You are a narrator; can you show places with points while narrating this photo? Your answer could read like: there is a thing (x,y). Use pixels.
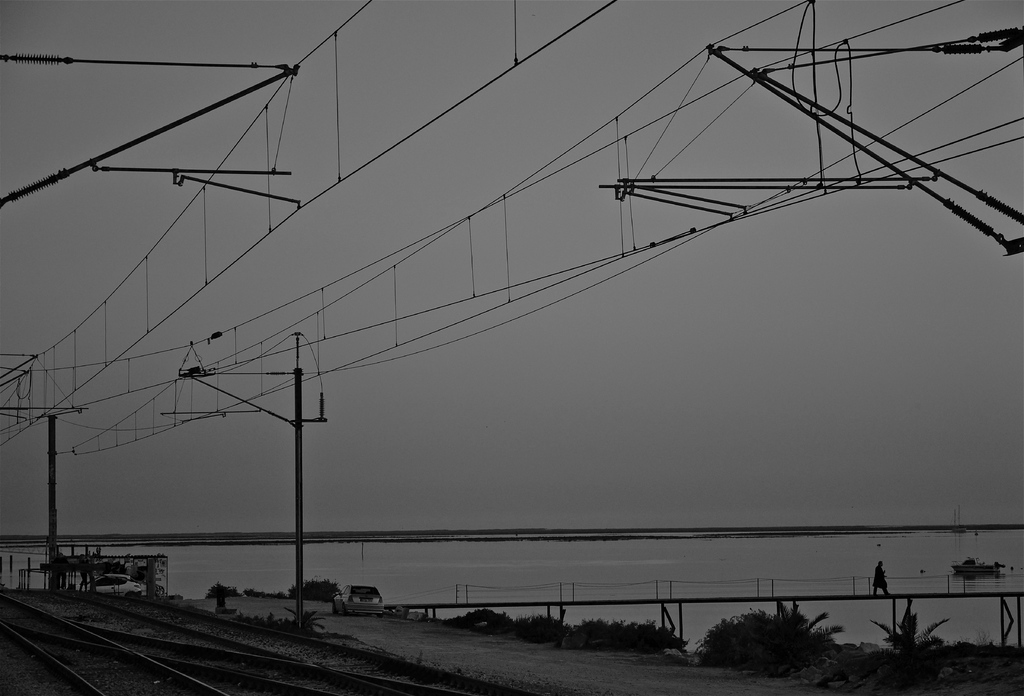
In this picture we can see railway tracks (212,654) at the bottom (183,654), there are some poles (12,371) and wires (29,382) here, on the right side (771,587) there is a bridge (878,600), we can see a person (880,590) walking on the bridge (523,604), there are some plants (738,628) here, we can see a car (372,604) in the middle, there is the sky (456,150) at the top of the picture (485,108).
